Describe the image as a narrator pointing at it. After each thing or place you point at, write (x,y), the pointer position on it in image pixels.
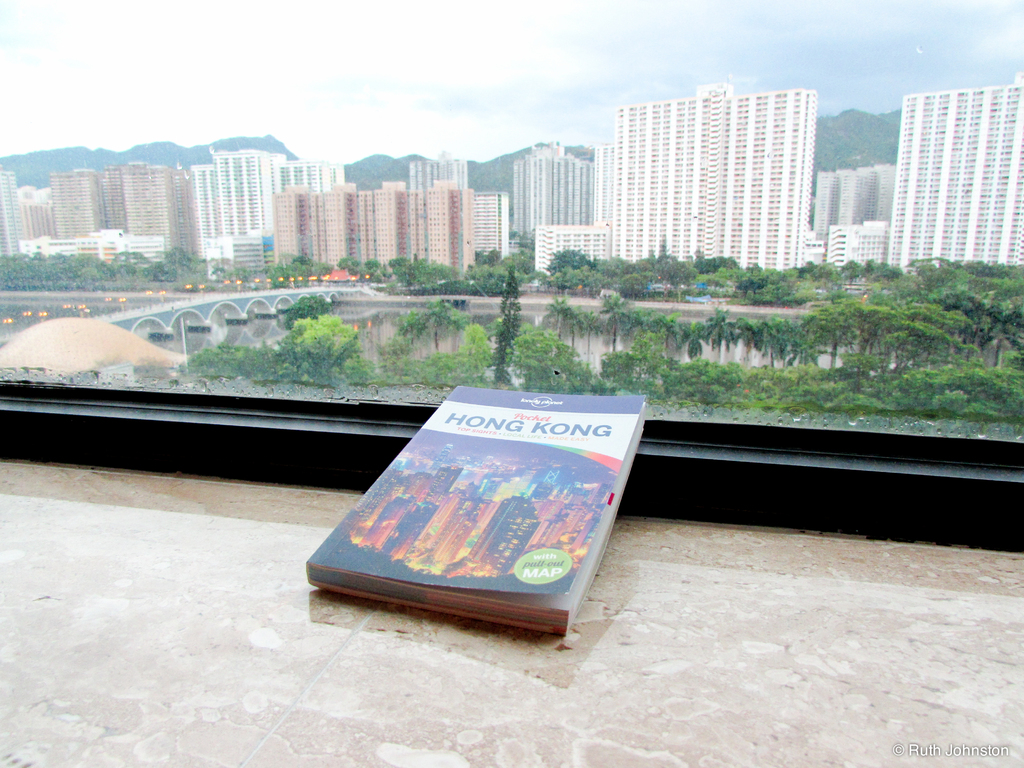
In this image there is a book (432,528) on a wall (178,528) near the glass (684,390) through that glass (898,363) there is a lake (172,348), bridge (326,294), trees (441,312), buildings (282,214), mountains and sky (600,30) are visible.
